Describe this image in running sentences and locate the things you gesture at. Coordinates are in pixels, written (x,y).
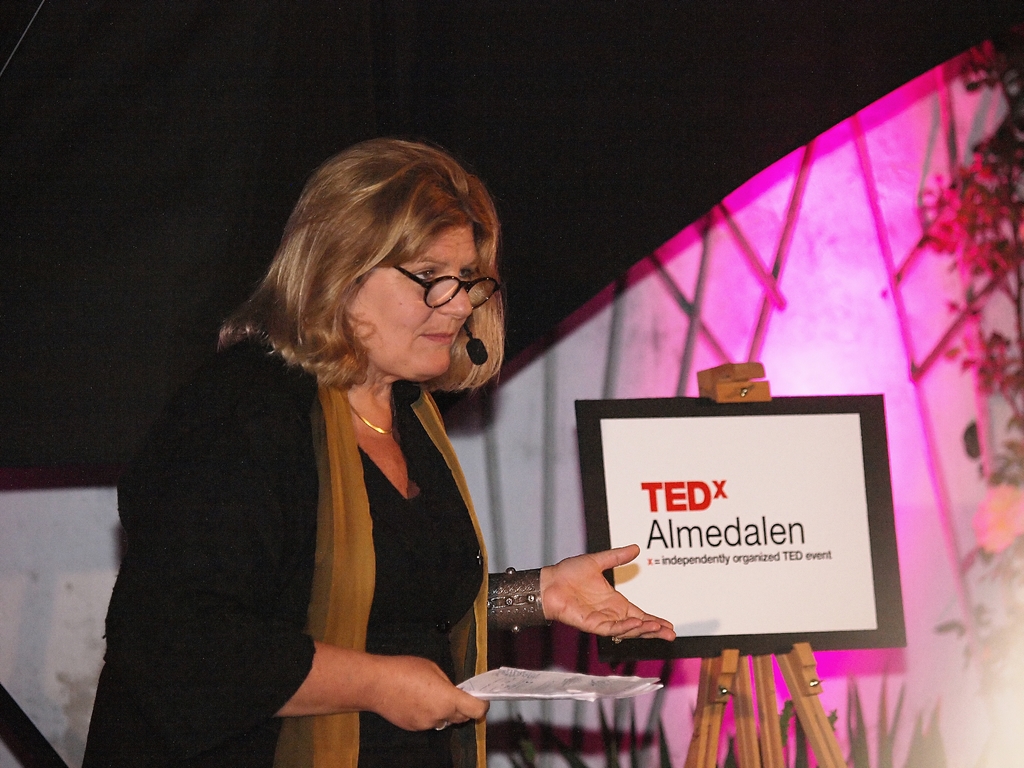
In this image we can see a lady (423,680) standing and holding papers (565,687). On the right (750,649) there is a board (751,627) placed on the stand (765,682) and we can see a tree (976,311) and a plant (854,726). In the background (841,724) there is a wall (786,332) and we can see lights (828,222).
